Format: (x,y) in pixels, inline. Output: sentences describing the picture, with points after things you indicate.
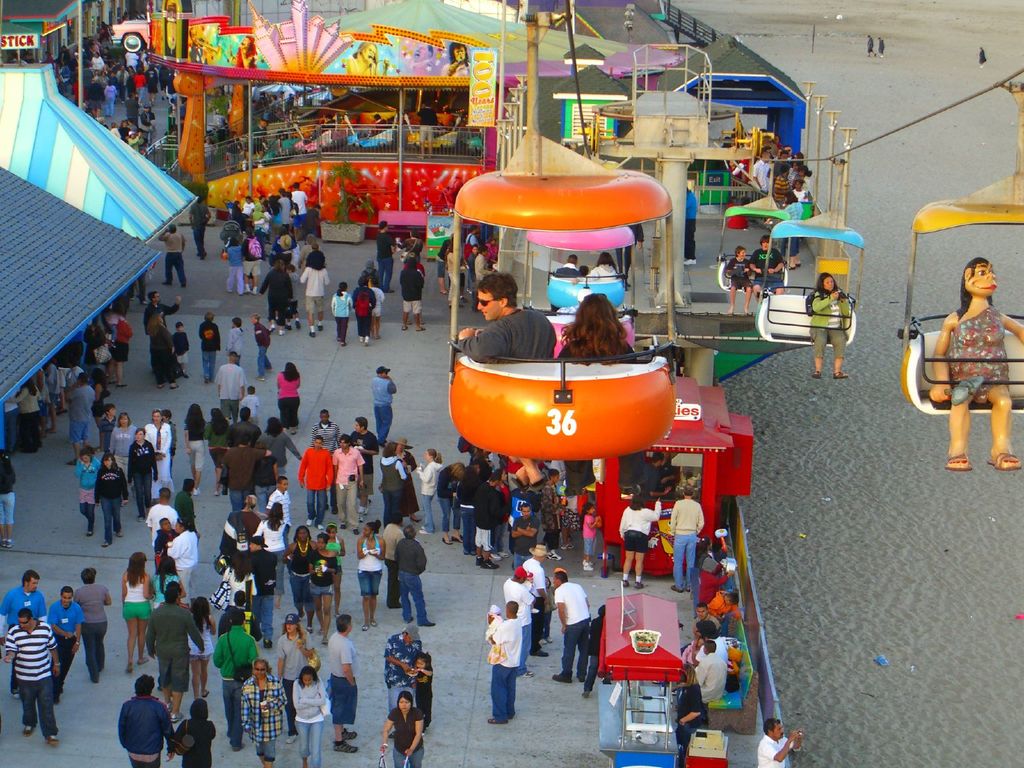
In this picture we can see some people (820,351) and a statue (979,352) sitting on lift chairs (601,376), some people (198,720) are walking, some people (446,252) are standing on the ground (500,735), sheds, stalls (637,457), bench (734,686), poles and some objects (691,135) and in the background (982,57) we can see three people (877,56) on sand (823,429).
